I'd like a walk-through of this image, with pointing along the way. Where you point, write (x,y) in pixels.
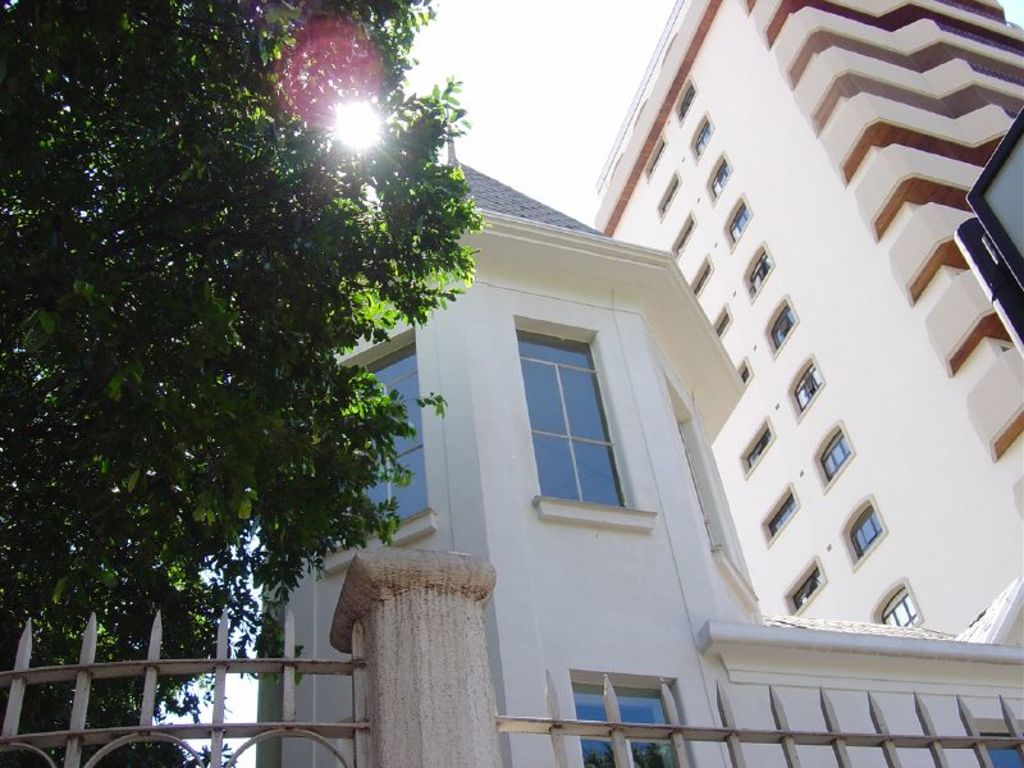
There is a fencing (363,726) at the bottom of this image (372,723) and there is a tree (227,397) on the left side of this image (160,394). And there is a building (555,460) on the right side of this image (693,466). There is a sky (547,124) at the top of this image (524,90).
